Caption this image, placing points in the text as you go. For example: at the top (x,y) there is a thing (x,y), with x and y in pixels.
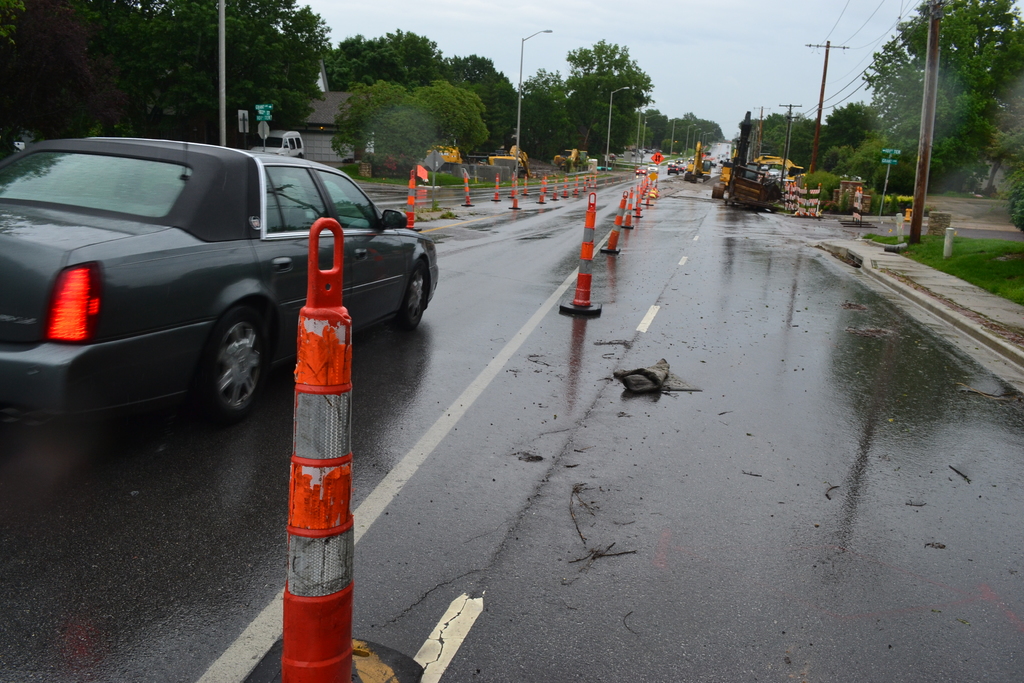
In this image, we can see vehicles (370,200), traffic cones (644,182) and some other objects (794,184) are on the road (510,391). In the background (197,61), there are trees (171,57), lights (608,163), poles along with wires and we can see boards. At the top (675,27), there is sky (681,37).
